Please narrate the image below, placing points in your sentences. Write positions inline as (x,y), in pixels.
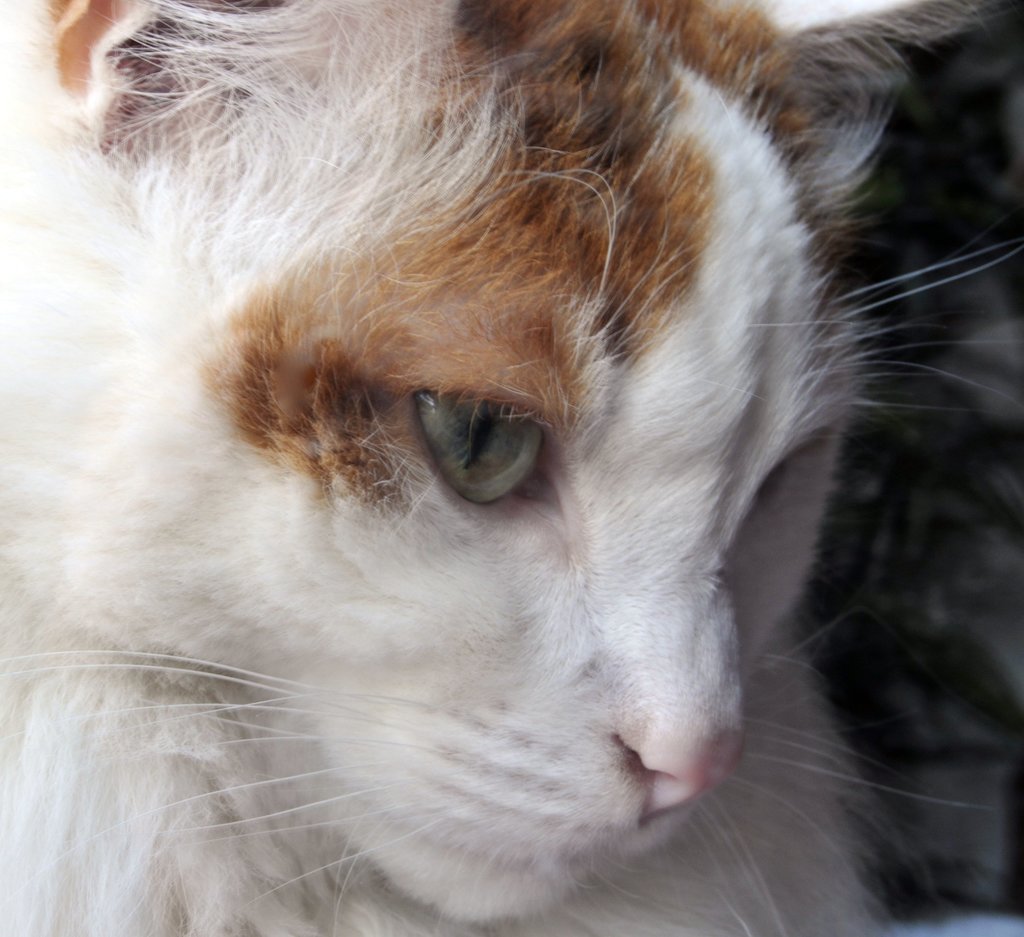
In this image I can see the cat (737,686) and the cat (623,686) is in brown and white color.
